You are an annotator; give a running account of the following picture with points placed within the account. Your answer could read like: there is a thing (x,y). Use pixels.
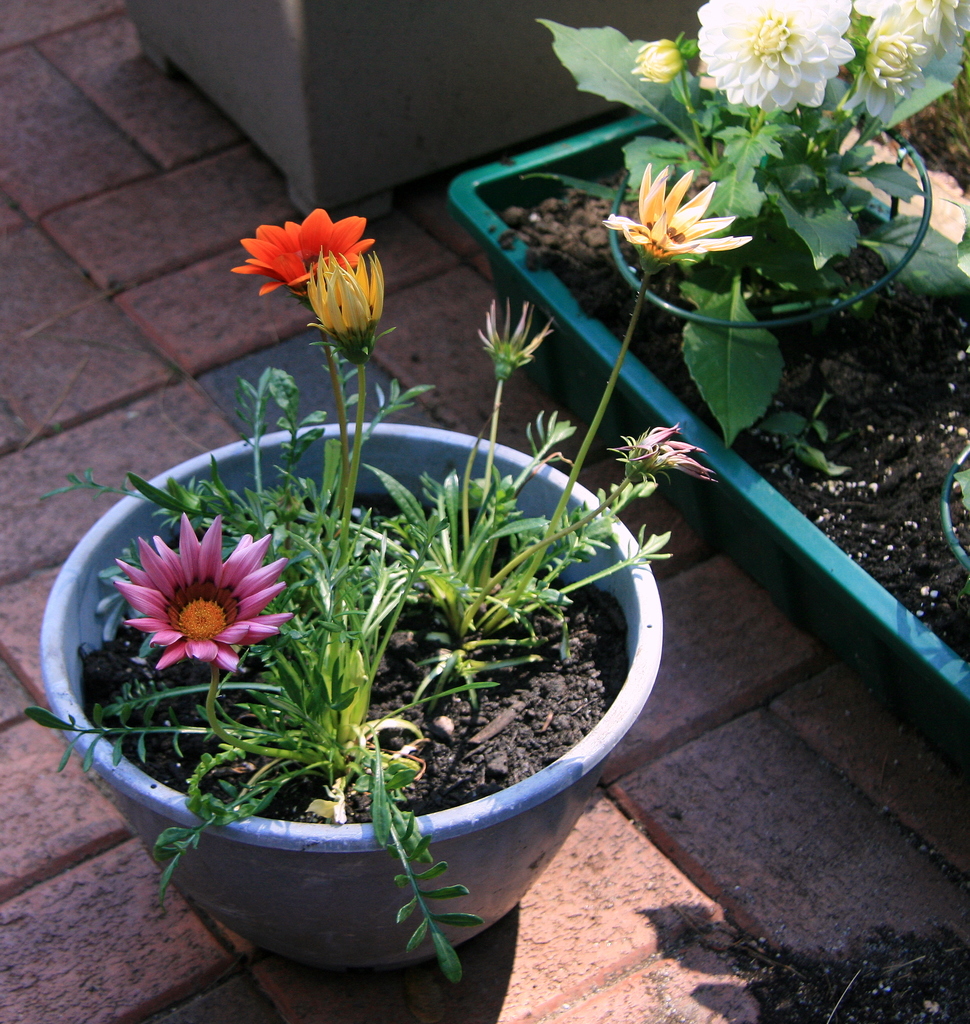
This picture is clicked outside. In the center (360,614) we can see the house plants (347,444) containing different colors of flowers (357,232). In the background (131,122) there is a pavement (141,91) and a pot (308,27).
